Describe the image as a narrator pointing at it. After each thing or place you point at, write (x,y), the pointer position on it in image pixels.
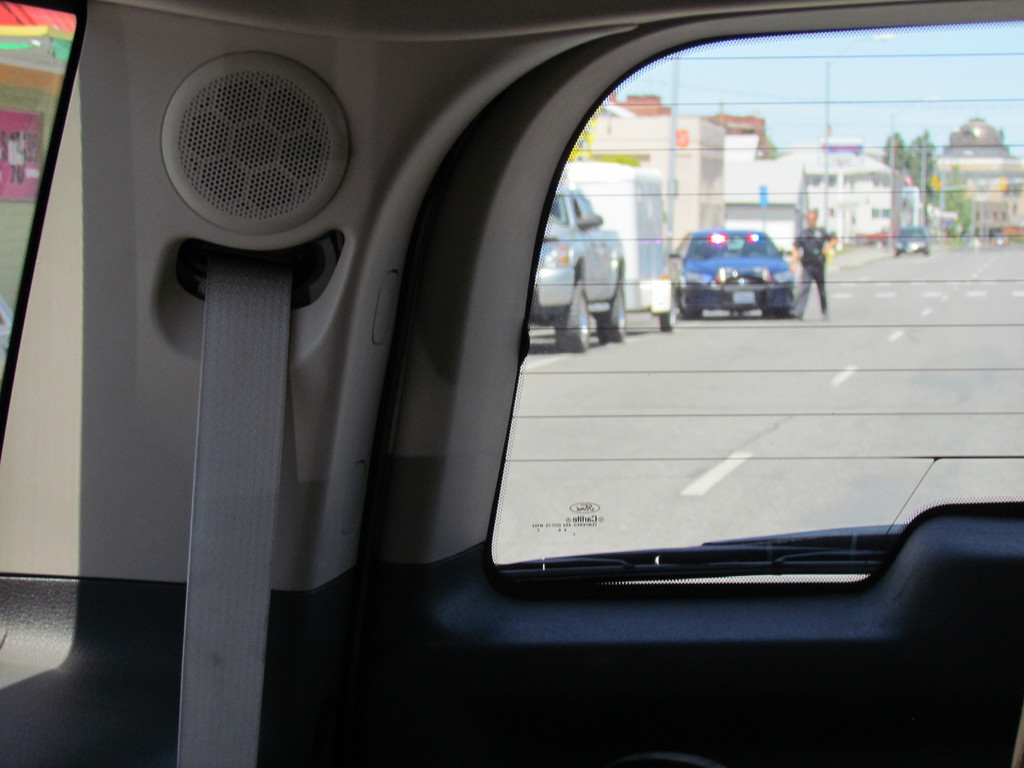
This picture was taken from the inside of a car (512,498). In this image we can see cars (739,274), person (809,242), buildings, pole (894,152), trees (917,168) and sky (833,96).
